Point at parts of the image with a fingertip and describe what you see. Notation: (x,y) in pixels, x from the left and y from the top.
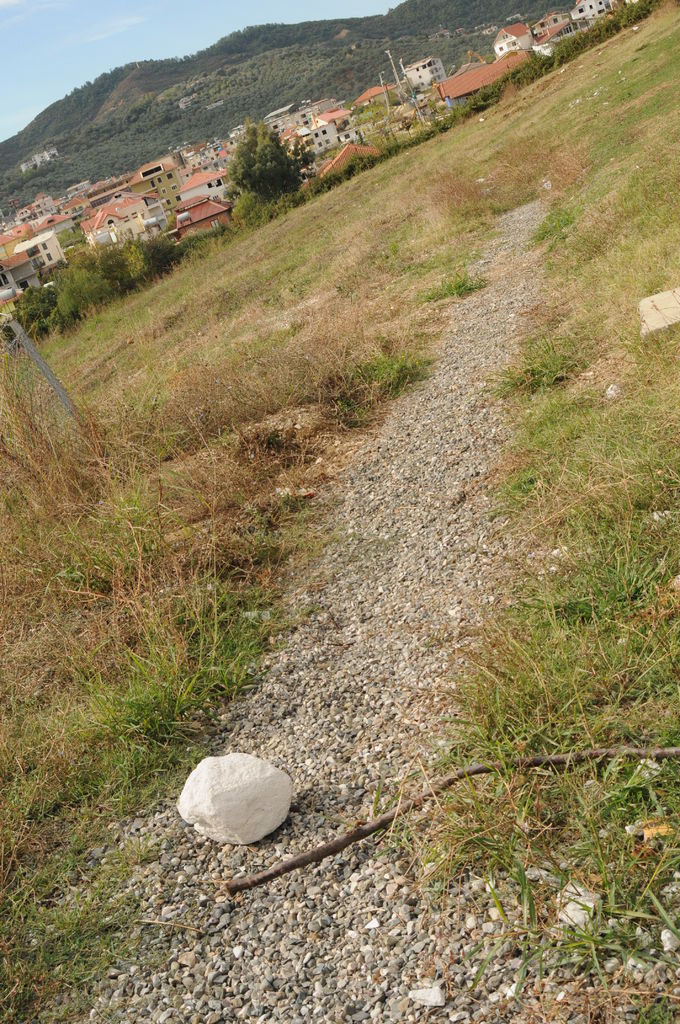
In the foreground of the picture (569,814) we can see shrubs (105,617), stones (388,588), grass (450,793), twigs (252,880) and other objects (16,336). In the middle of the picture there are trees (271,186) and buildings (16,256). At the top (112,69) we can see sky (156,46), hills (147,103) and trees (235,97).
